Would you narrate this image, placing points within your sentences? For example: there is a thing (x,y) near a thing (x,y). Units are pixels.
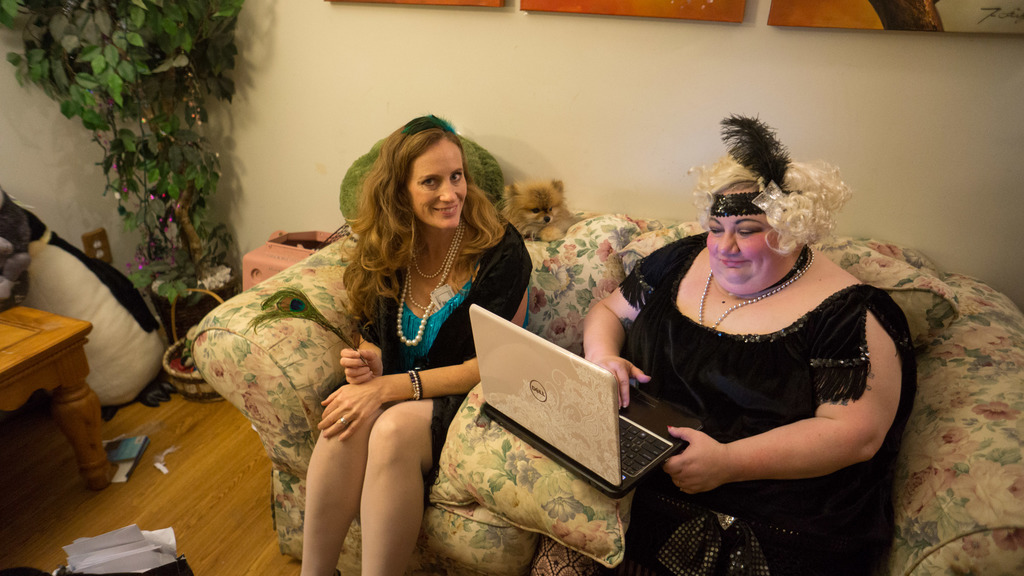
In this image I can see two women (456,282) wearing black colored dresses (508,310) are sitting on a couch (305,325) which is cream and green in color. I can see a woman (677,400) is holding a laptop (589,421) in her hand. I can see few papers (138,545) in the bag (157,566), a brown colored table (67,412), pink colored object (258,273), a tree (197,224), a cream colored wall (314,96) and few photo frames (620,5) attached to the wall (716,51).
